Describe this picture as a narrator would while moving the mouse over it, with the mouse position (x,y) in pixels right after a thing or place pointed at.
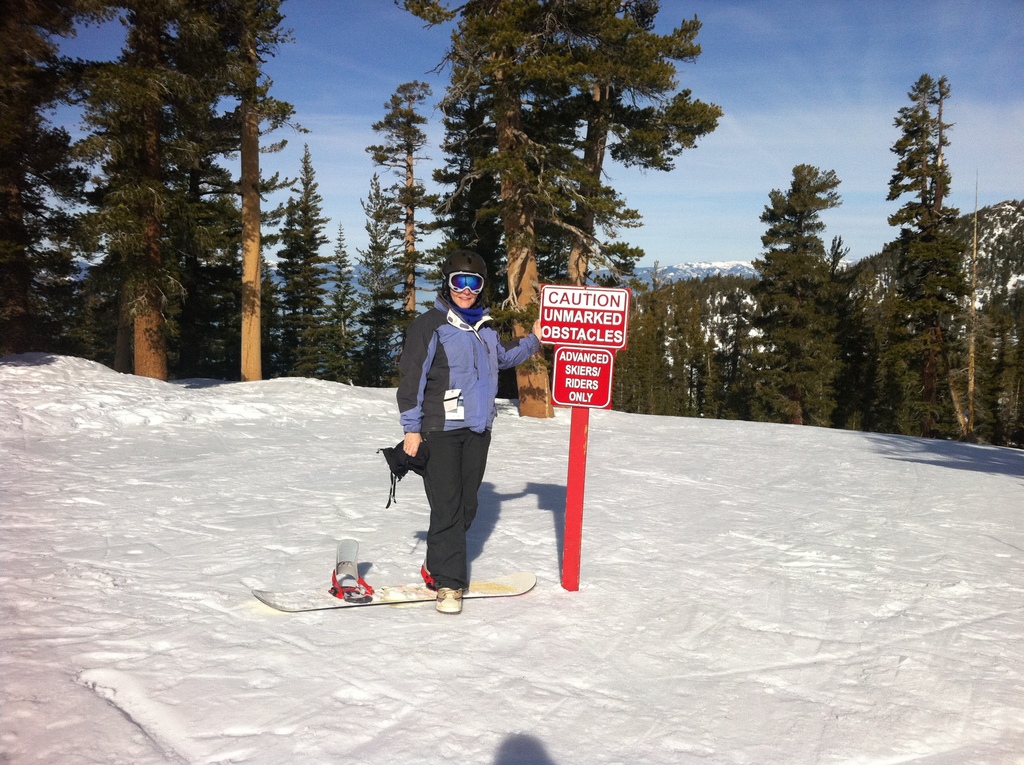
There is one woman (466,492) standing on a snowboard (419,595) as we can see in the middle of this image (472,503). There is a snow ground (537,516) at the bottom of this image (434,607). We can see trees (151,283) and a sign board (589,359) in the middle of this image (662,366) and the sky (744,170) is in the background (746,143).
